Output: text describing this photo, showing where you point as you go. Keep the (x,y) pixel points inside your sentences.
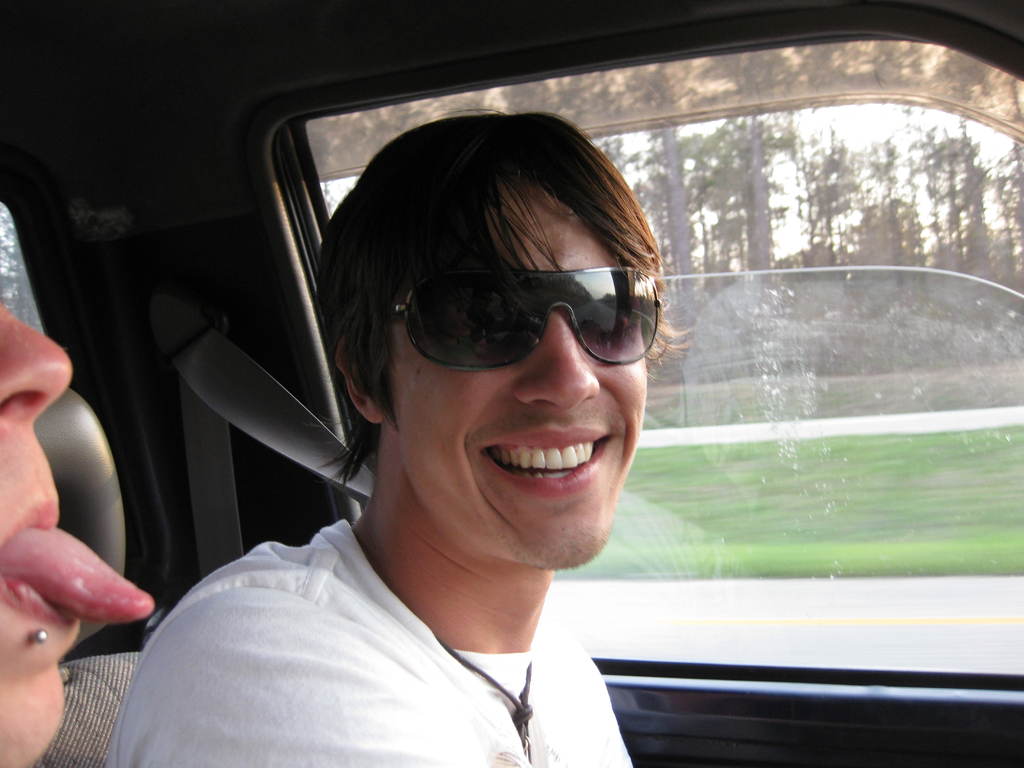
This is an inside view of a car (267,135). In this picture we can see a man (609,361) wearing goggles (440,338) and smiling. We can see a person (23,718) showing tongue (90,599) on the left side (65,567). There is a strap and a glass object (858,448). Through this glass object (901,425), we can see some grass (994,455) on the ground (811,445). There are a few trees (835,204) visible in the background (699,311).
